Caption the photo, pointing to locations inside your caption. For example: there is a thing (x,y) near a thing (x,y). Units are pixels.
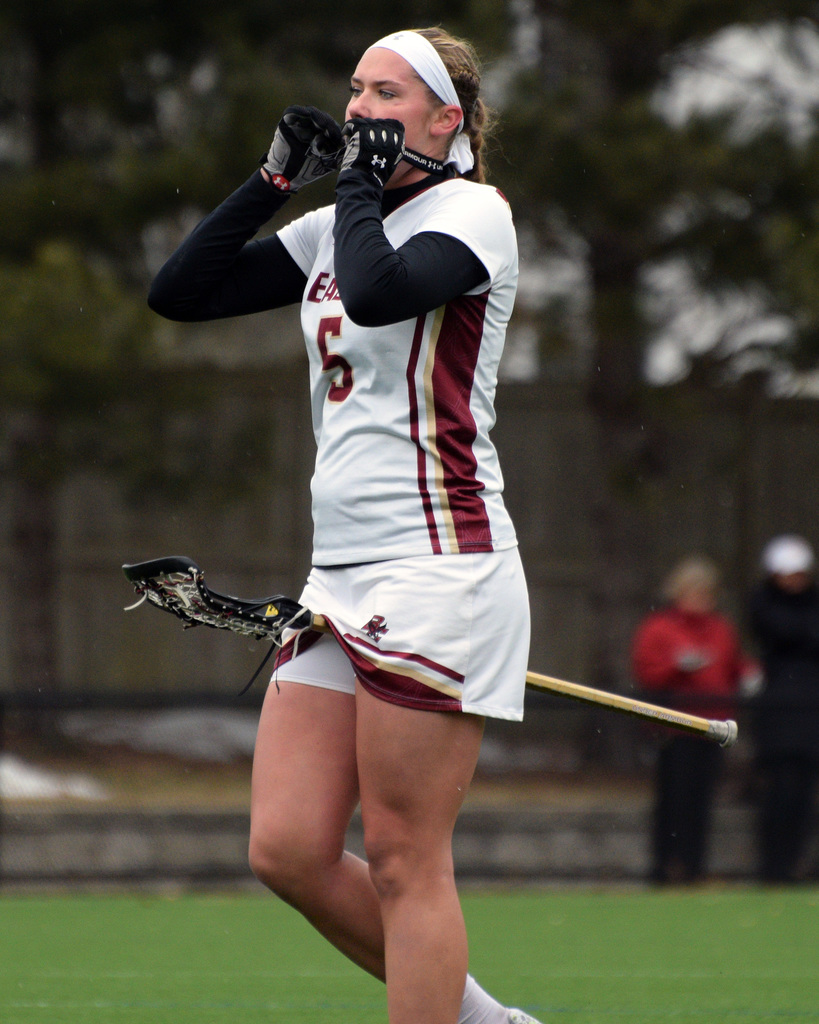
A woman (400,416) is standing, this is lacrosse stick (674,724) and this is tree (655,182), here two people (663,767) are standing.
